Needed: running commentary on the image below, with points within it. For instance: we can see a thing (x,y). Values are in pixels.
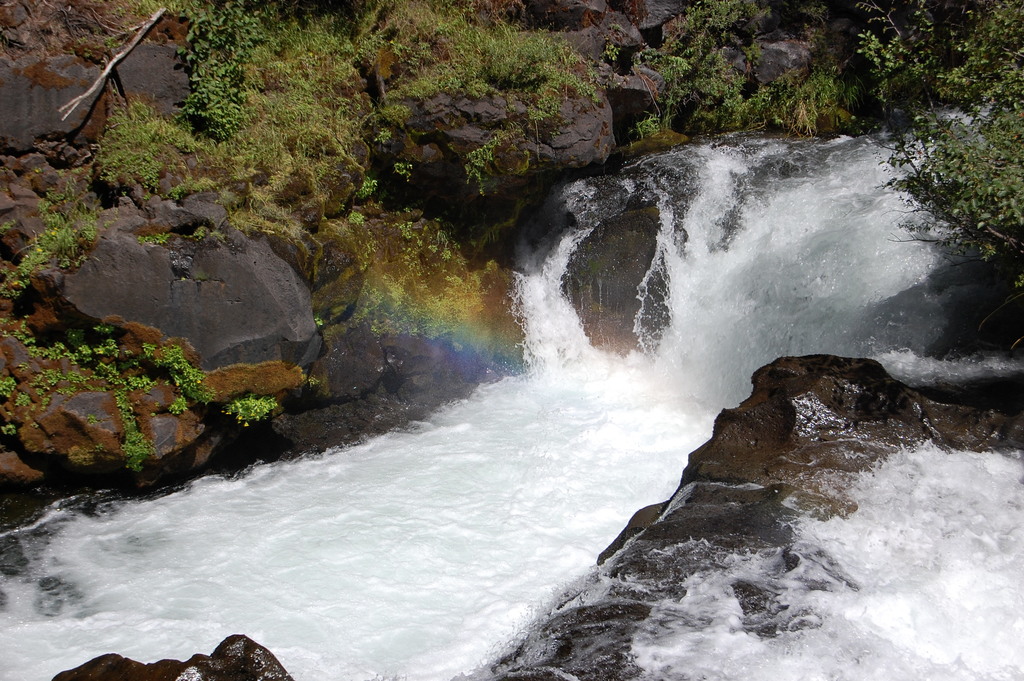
In this picture we can see water (549,478) and rocks (601,309) and in the background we can see plants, grass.
